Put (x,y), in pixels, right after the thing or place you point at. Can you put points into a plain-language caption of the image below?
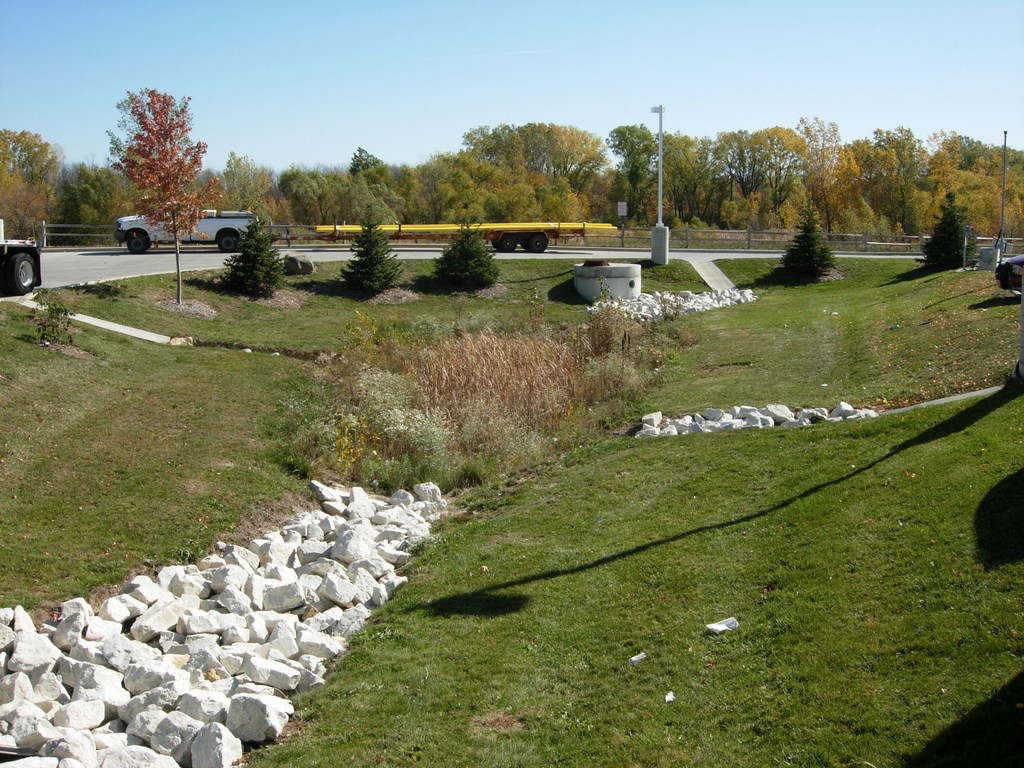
On the left side (298,369), there are stones (79,628), plants (388,391) and grass (608,752) on the ground (621,745). In the background (566,192), there is a vehicle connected with a trolley (504,223) on the road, there are a pole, plants (949,253) and trees (6,168) on the ground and there is sky (405,68).
